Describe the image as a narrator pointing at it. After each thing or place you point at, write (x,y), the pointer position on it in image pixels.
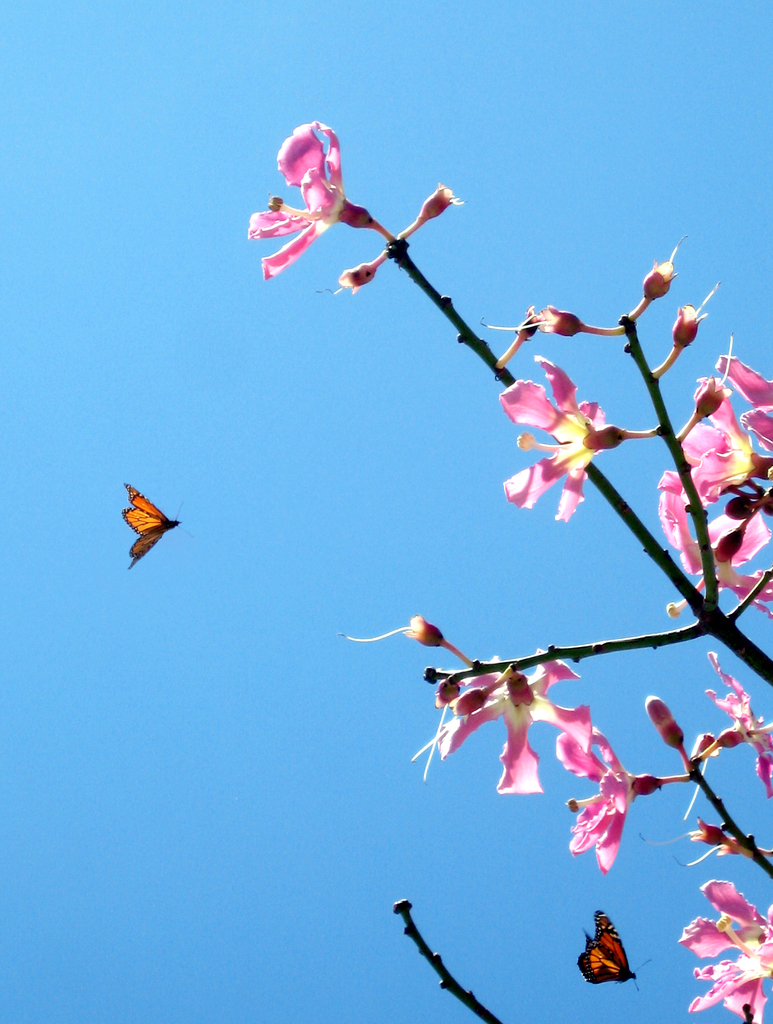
There are pink flowers (690,938) and 2 butterflies (611,945) are flying in the sky (506,947).
